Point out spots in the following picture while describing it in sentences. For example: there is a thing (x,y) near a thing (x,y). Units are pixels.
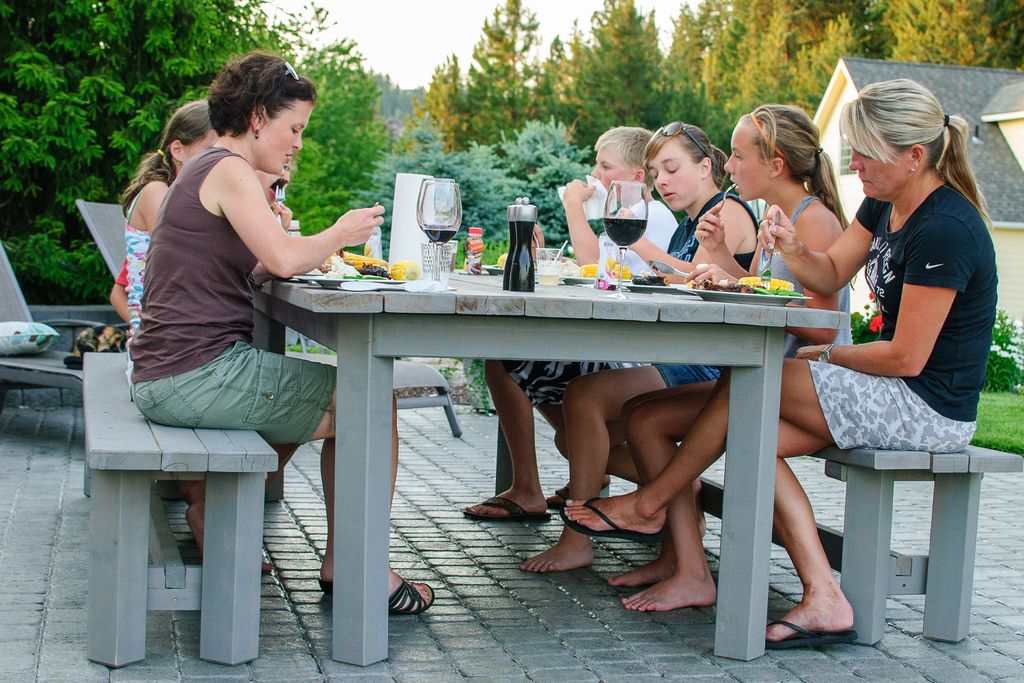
In the image we can see few persons (604,138) were sitting on the bench (708,486) around the table (671,318). On table (588,302), we can see wine glasses (628,228), bottle (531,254), plate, tissue paper (364,285) and food item (563,268). In the background (480,76) there is a sky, trees (794,92), building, plant (1012,370) and grass (1016,420).
